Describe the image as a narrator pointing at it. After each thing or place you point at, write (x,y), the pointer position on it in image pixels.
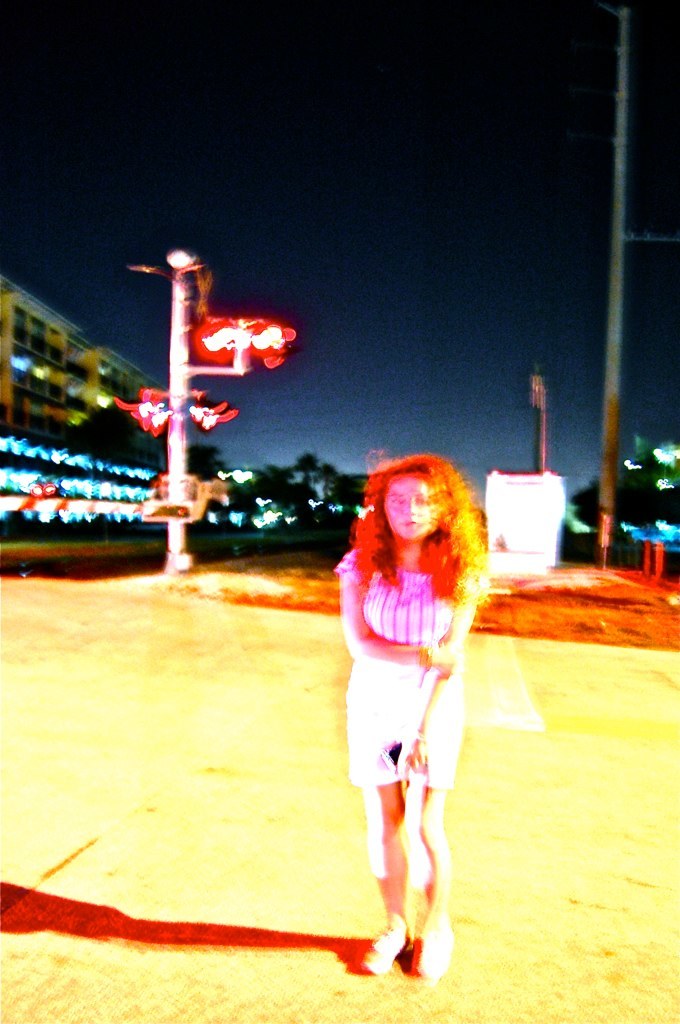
This picture is clicked outside, it seems to be an edited image. In the foreground (455,539) there is a person (396,607) standing on the ground (341,955). In the background (235,402) we can see the sky (389,170), poles (545,416), buildings (49,398) and trees (329,518) and some other objects (654,570).
